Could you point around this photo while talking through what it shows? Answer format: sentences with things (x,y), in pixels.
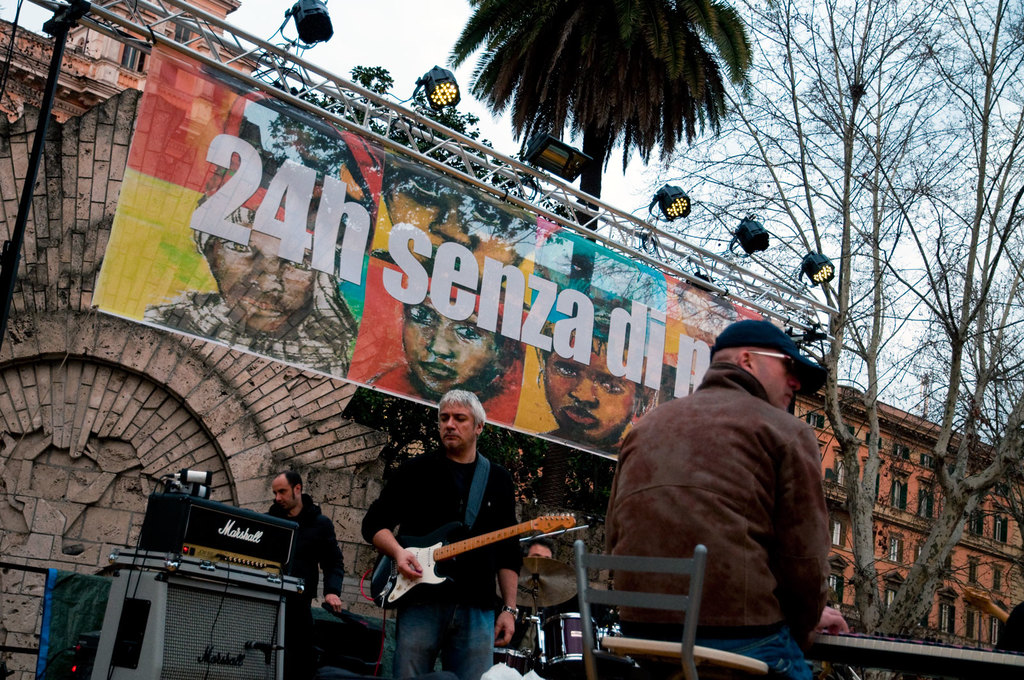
As we can see in the image, there are four persons (741,544). The person (732,555) on the right (751,524) is sitting on chair (623,640) and he is wearing blue color hat (752,345). The person (463,581) in the middle (463,446) is holding guitar (436,558) in his hand (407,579) and the person (310,542) on the left (305,557) is standing and there is a building (74,283) over here. On building (44,374) there is a big banner (354,307) and lights (321,23) and there are trees (582,183). On the top (399,45) there is a sky (397,23).
